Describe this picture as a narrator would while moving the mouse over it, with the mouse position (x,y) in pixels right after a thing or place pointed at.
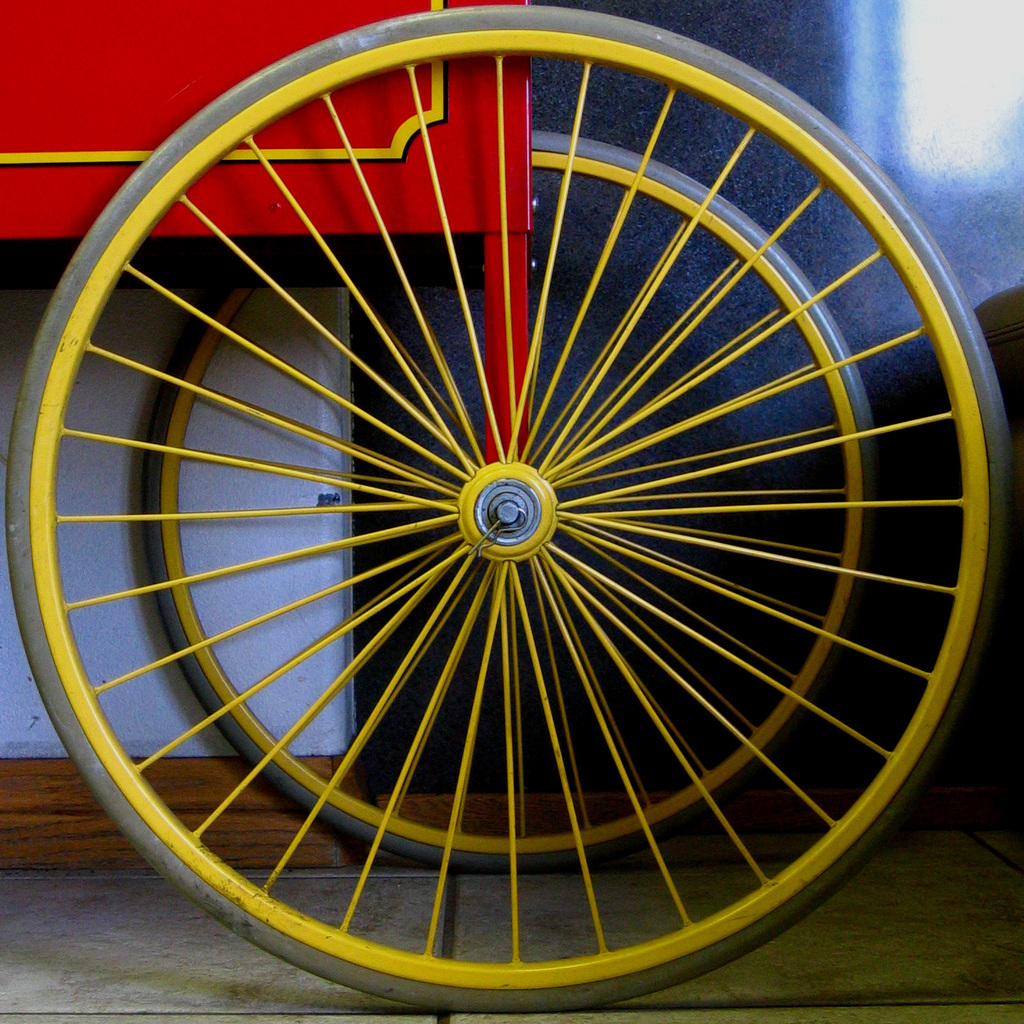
In this image we can see the object (332,396) looks like a cart (467,584) and at the back (483,330) there is a wall (398,747).
